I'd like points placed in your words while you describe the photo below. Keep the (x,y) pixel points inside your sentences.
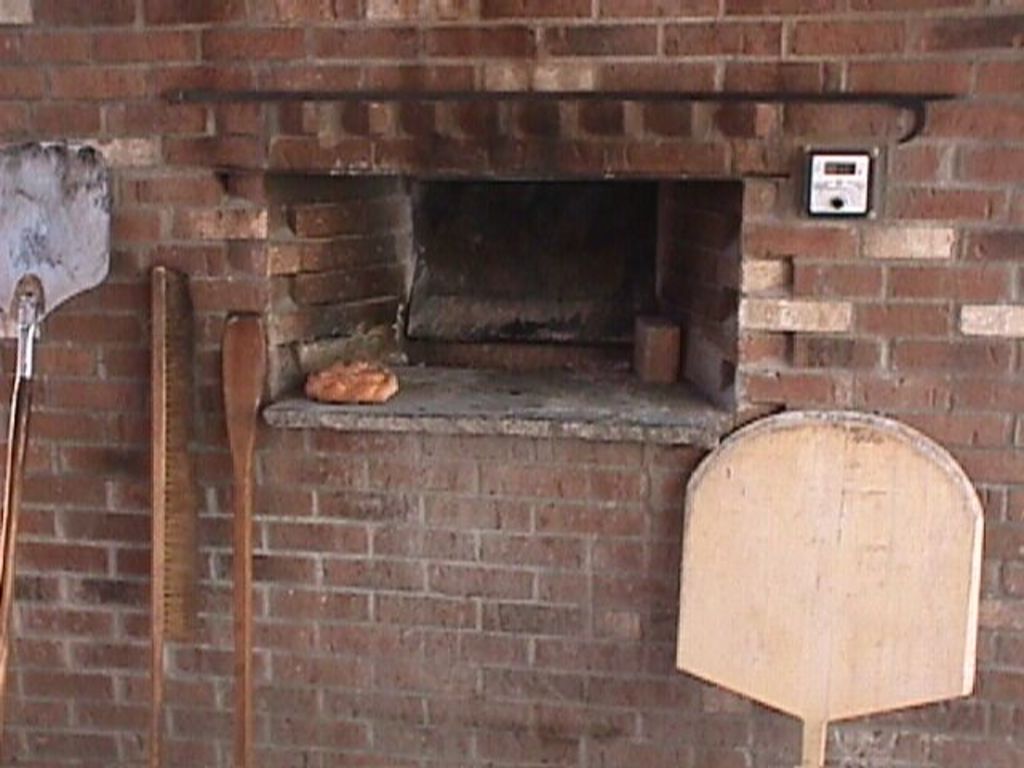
In this image, we can see sticks (180,381) and in the background (838,166), there is a meter (840,182) placed on the wall (797,323).
